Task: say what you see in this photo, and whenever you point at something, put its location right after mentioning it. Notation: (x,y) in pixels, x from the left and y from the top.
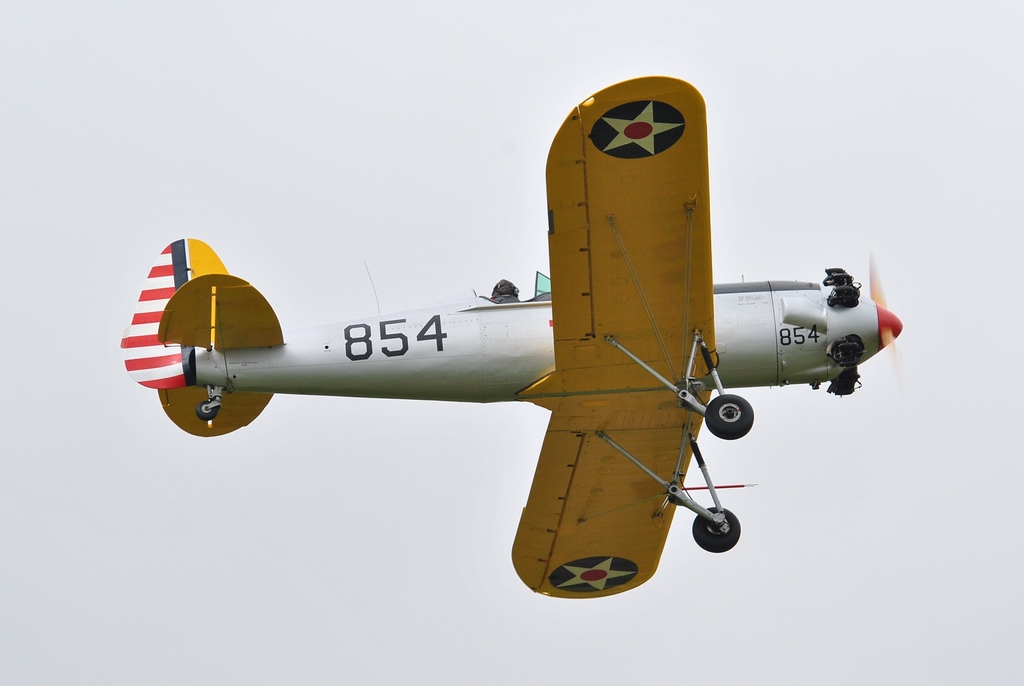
In the picture I can see an aeroplane (404,394) flying in the air (368,406). In the background (415,572) I can see the sky (537,423). I can also see something written on the aeroplane (527,359).
